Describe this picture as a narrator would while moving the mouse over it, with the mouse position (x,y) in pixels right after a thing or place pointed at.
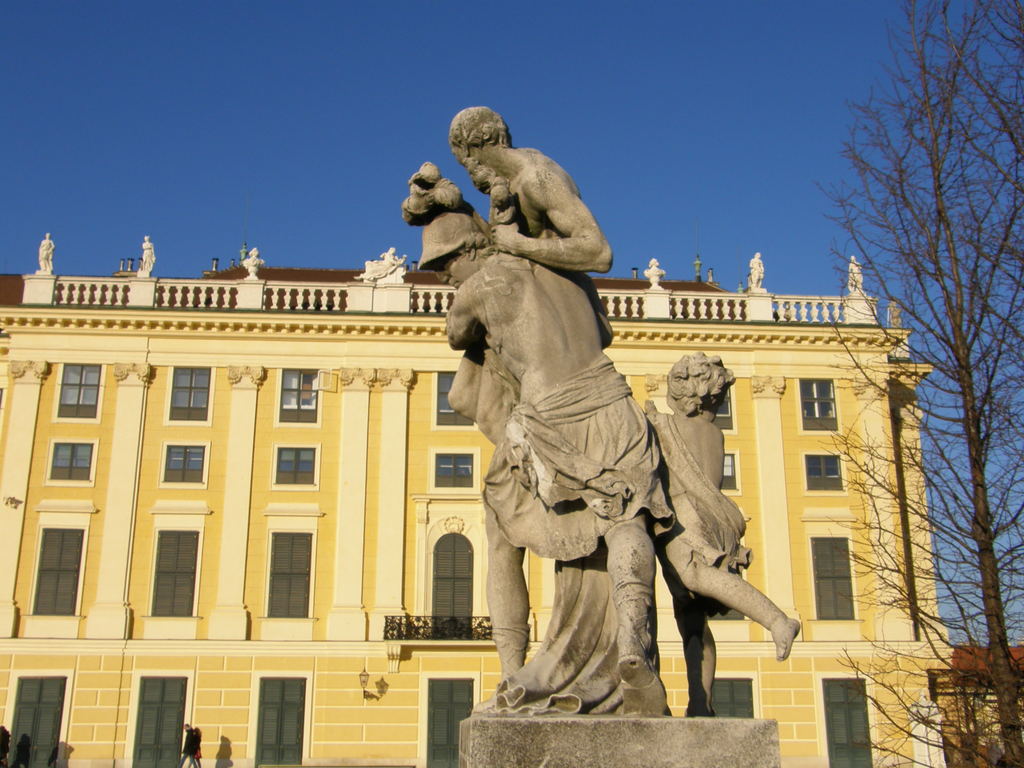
In this image I can see a building (328,490), windows (280,598), dry trees (997,196) and few people (193,748) are walking. In front (624,597) I can see a statue (610,558) and the sky (285,144) is in blue color.
